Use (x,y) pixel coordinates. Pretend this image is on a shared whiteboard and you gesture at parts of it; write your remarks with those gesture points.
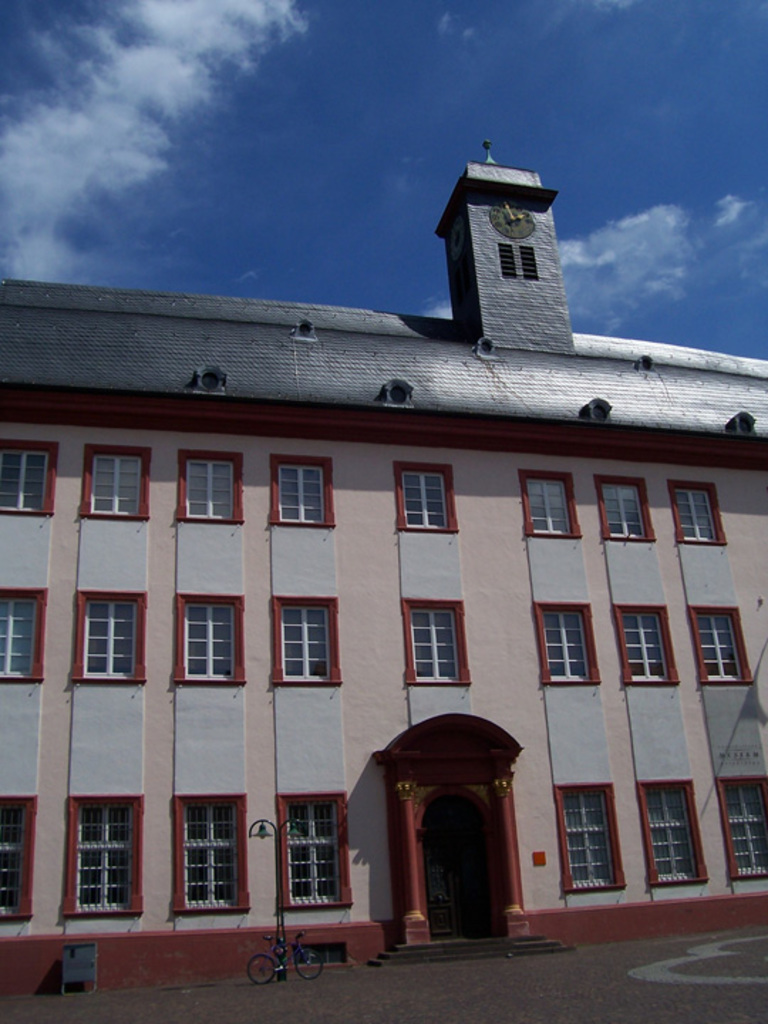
In the center of the picture (293,542) there is a building (380,583), in front of the building (190,955) there is a bicycle (267,958) and dustbin (93,970). Sky (447,155) is sunny. At the top (522,228) there is a clock (517,223) on the building (488,241).
